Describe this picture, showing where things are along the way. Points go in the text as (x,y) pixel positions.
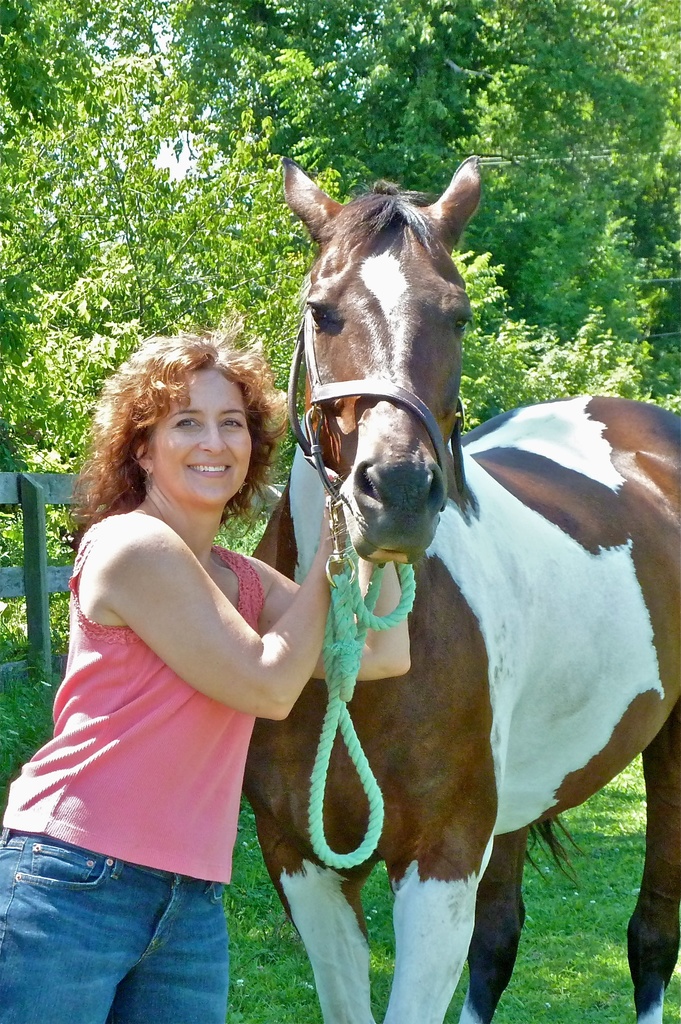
In this picture there is a woman (13,1002) who is wearing a pink color top (134,826) and a jeans pant (83,861) smiling by holding the belt (395,611) of the horse (432,575) standing in the garden (301,1017) or a grass (266,969) and at the back ground (484,289) there are trees (528,331) and the wooden fence (52,479).
